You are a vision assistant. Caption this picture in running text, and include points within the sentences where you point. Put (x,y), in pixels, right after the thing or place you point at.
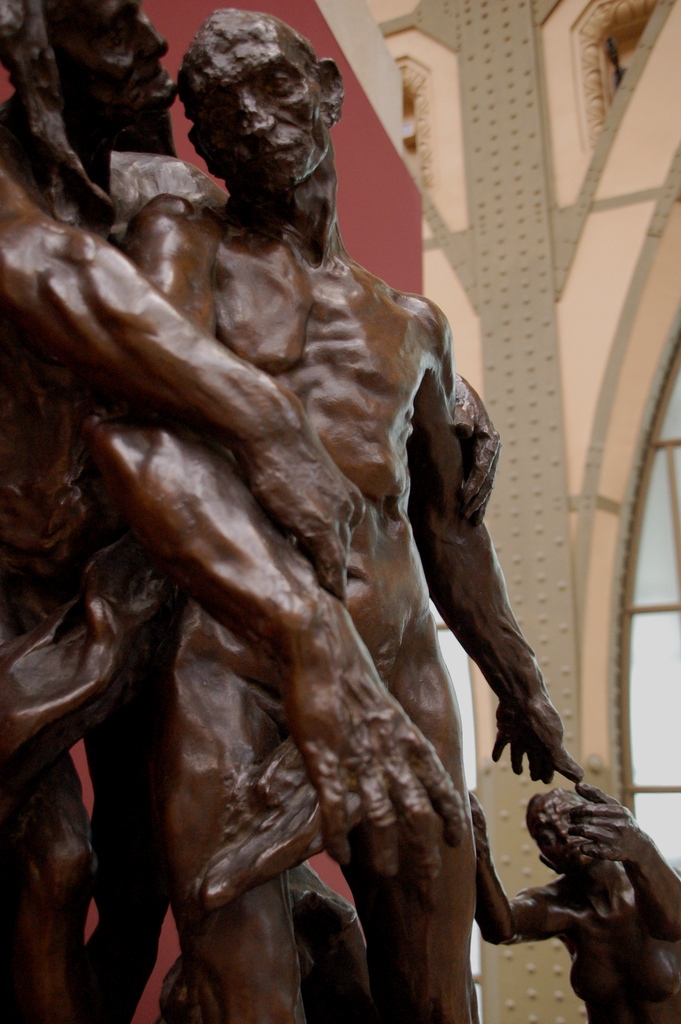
In the picture we can see a sculpture (70,244) of a two person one is holding another and beside it, we can see another person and behind it, we can see a building wall (535,336) with some part glass (649,652) in it.
